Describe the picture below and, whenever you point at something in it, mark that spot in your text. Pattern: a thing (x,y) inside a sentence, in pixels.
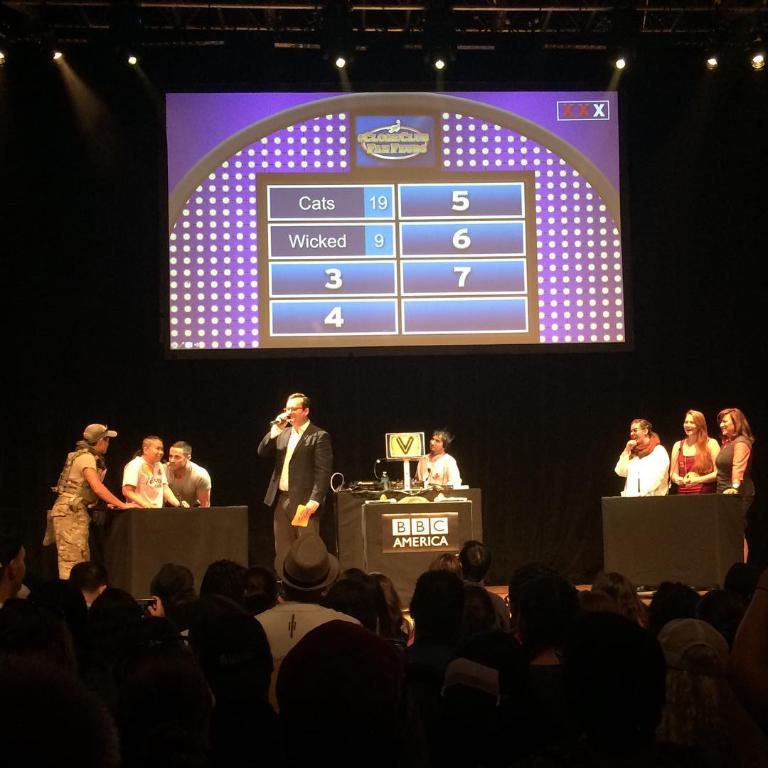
In this image I can see group of people (187,453) some are standing and the person (504,642) at front (530,642) is sitting, I can see a person (302,460) standing holding microphone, wearing black blazer (319,460), white shirt (292,438). At the back (342,152) I can see a screen (302,101), at top (56,60) there are few lights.
